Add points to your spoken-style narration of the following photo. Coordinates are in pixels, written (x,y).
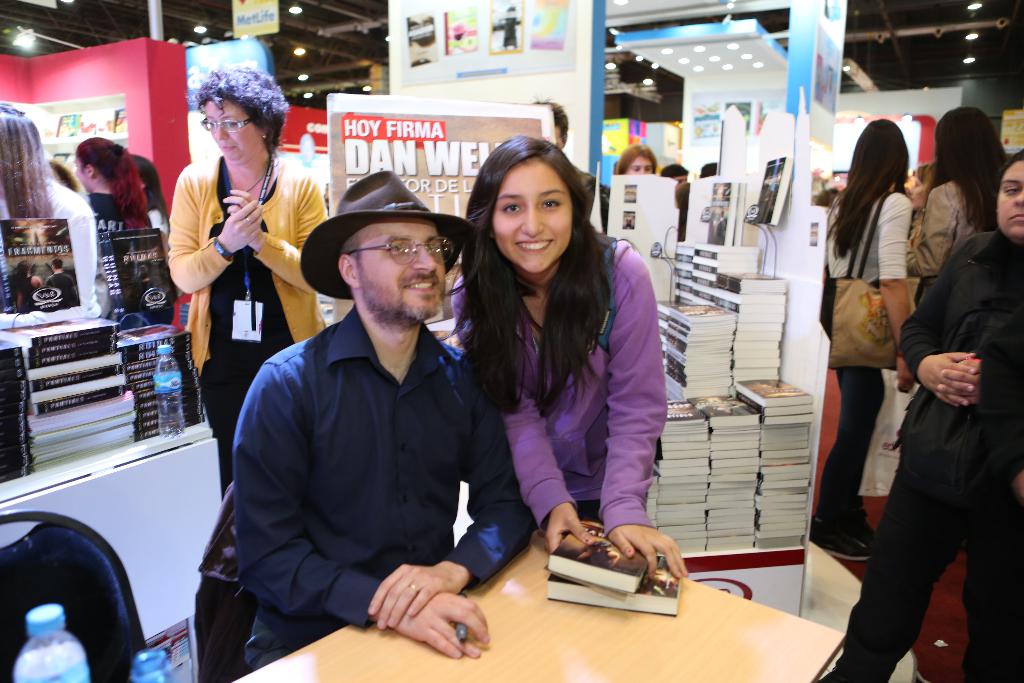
Few persons (308,199) standing. This person (362,436) sitting on the chair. We can see books (726,253), banner (411,123), bottle (52,620). We can see table (689,644). On the table (536,666) we can see books (605,553), bottle (39,621). This persons (590,459) holding books (640,561). On the top (701,62) we can see lights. This person (908,364) wear bag (886,353).
